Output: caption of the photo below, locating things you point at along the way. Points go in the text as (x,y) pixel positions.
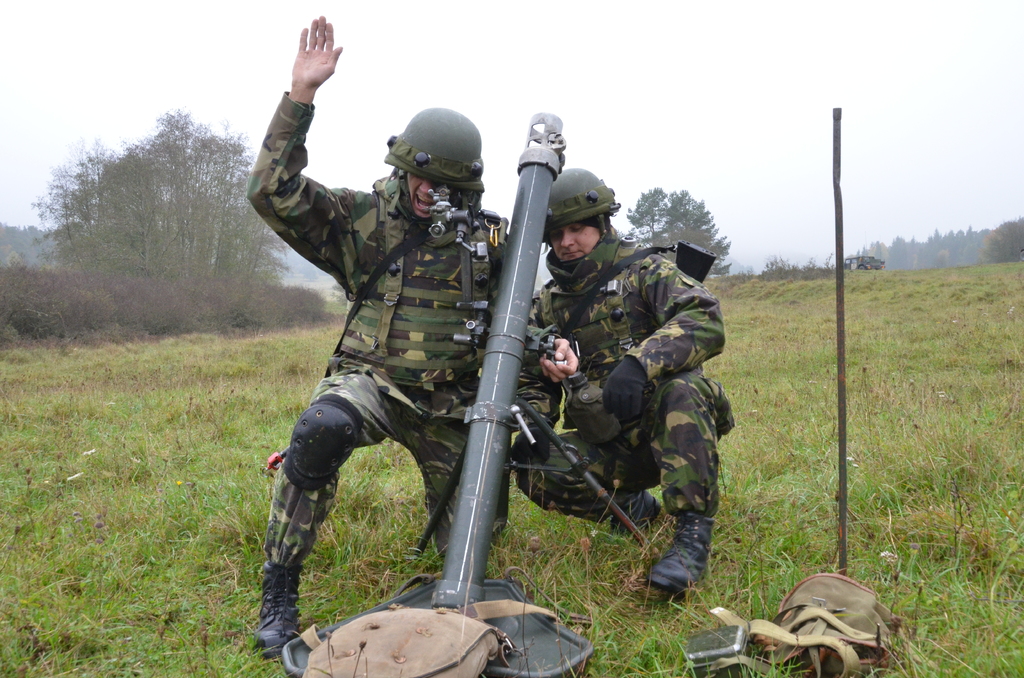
In this image there are two people (346,361) holding an object (508,370), which is on the surface (626,571) of the grass (739,393), beside them there is a stick (846,517) and a few other objects (795,600). In the background (750,258) there are trees (128,266) and the sky (582,114).
